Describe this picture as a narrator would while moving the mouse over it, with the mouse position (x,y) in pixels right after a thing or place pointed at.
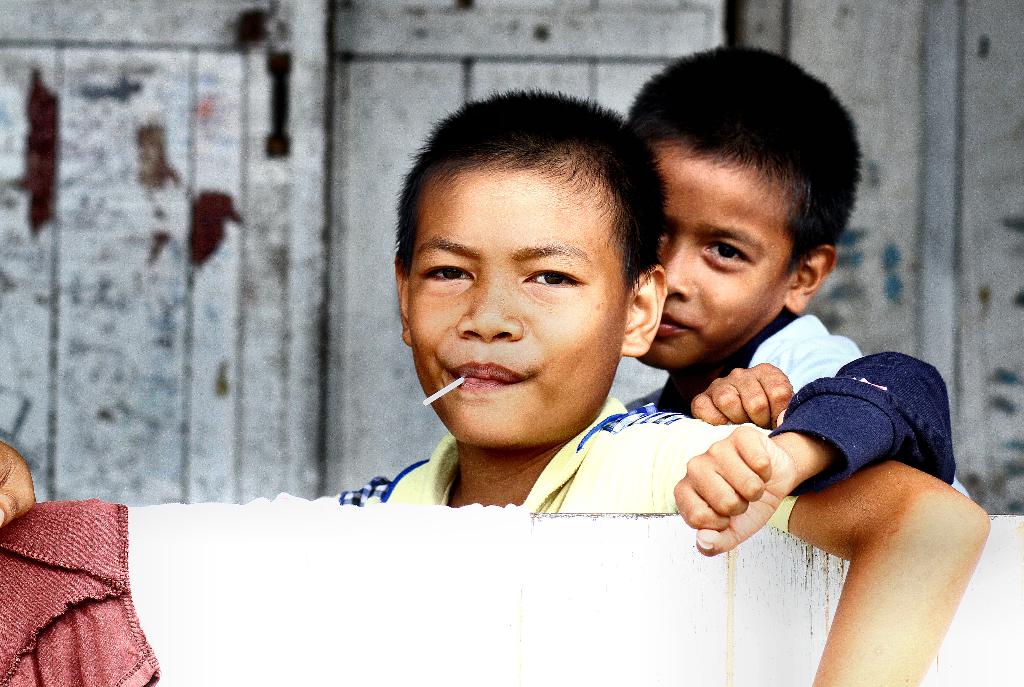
In this image there are two people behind the wooden wall (386,653), a cloth (154,657) on the wall (202,660) and a door (229,184).
